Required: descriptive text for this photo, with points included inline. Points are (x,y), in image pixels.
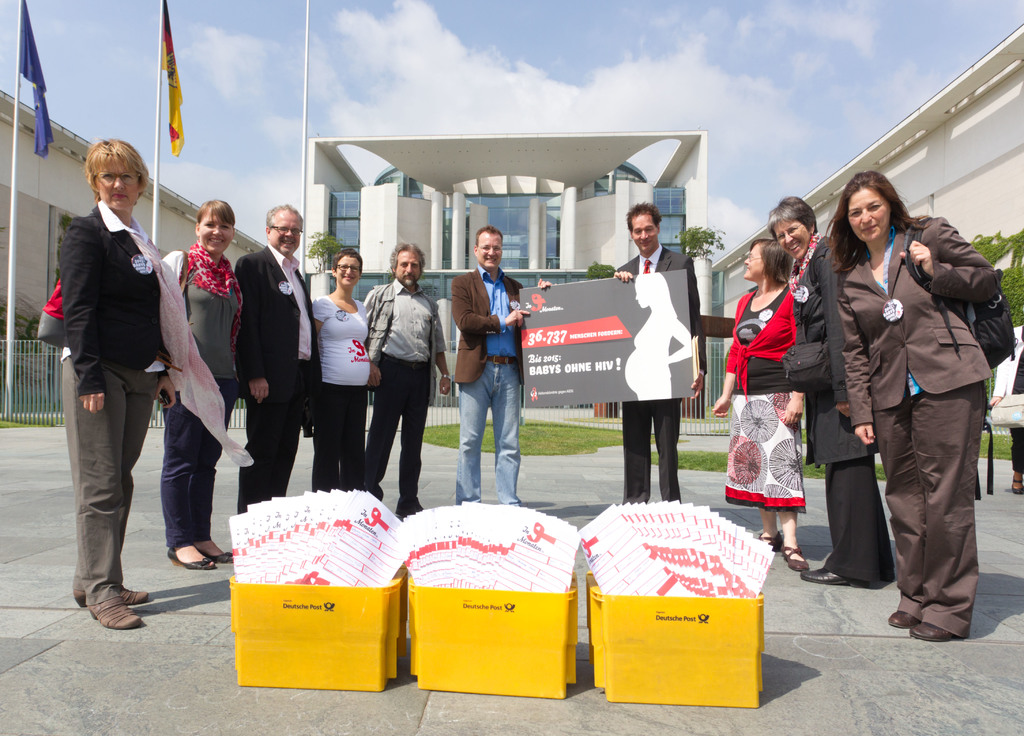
In this image we can see these people (678,261) are standing on the ground (305,719) and these people (655,267) are holding the board (669,298). Here we can see some things (259,527) are kept in the yellow color baskets (640,683). In the background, we can see the fence (458,418), flags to the poles (8,376), trees (338,243), building (528,237) and the sky (565,25) with clouds (384,27).
